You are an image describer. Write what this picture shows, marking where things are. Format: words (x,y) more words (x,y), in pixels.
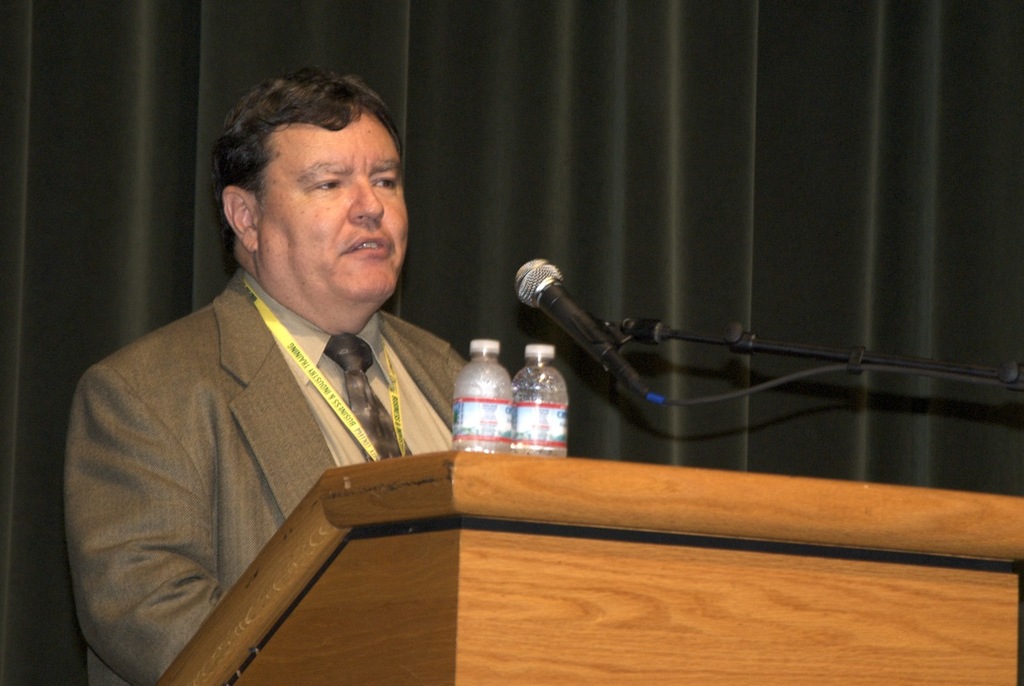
He is standing and talking with his mic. There is a wooden podium (590,459). There is a water bottle (536,431) on the podium (616,472) and behind him is a curtain (625,395).
